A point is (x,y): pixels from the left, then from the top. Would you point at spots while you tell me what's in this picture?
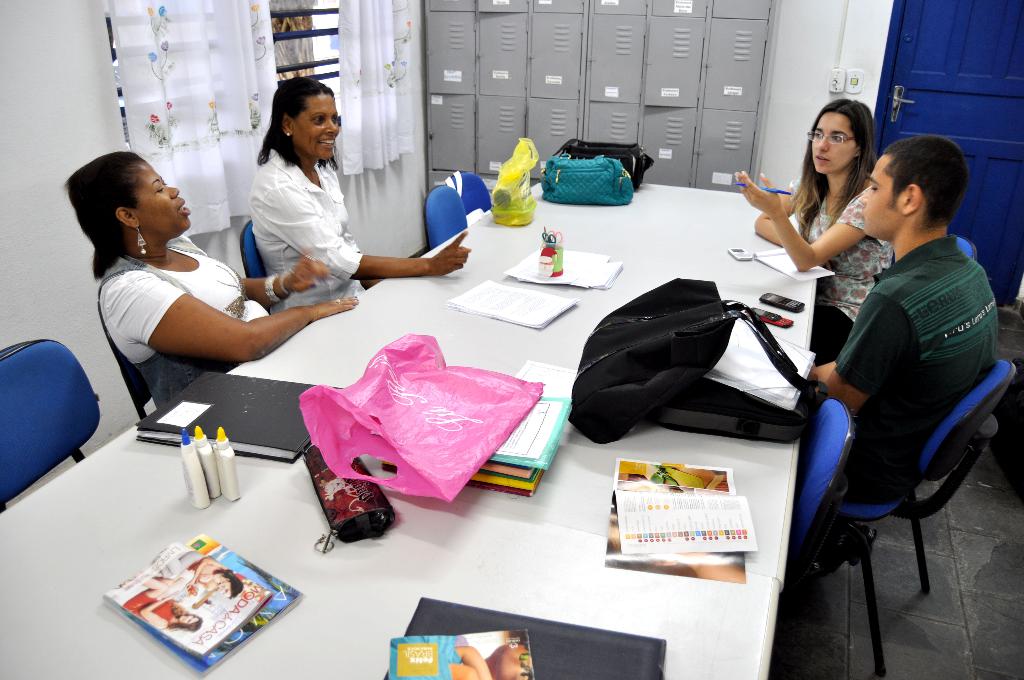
There are few people (265,221) sitting on chair (920,471) around the table (784,463). it handbag (623,397) books (680,539) cover (362,438) glue bottles (216,455) handbags (599,190) on it. Behind them there are lockers (603,101) and on right side (924,68) corner there is a door (942,124) and to the left side (248,43) corner there is window (319,68) with curtain (268,101).
